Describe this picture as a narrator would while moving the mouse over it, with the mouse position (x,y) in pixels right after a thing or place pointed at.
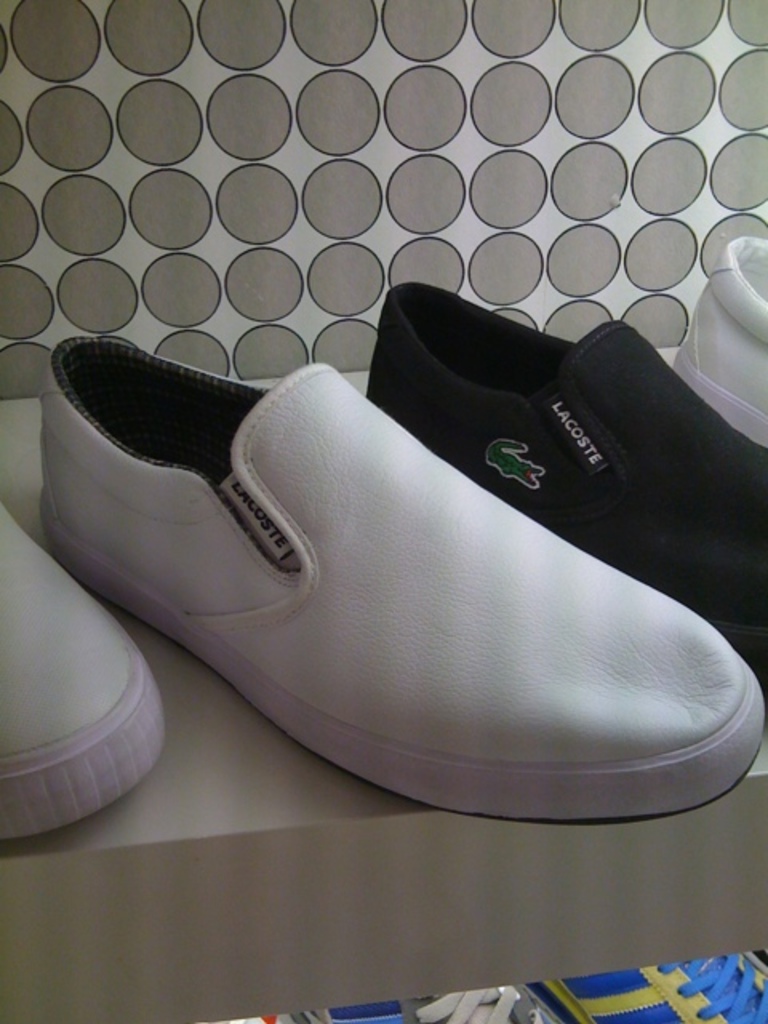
In this picture we can see there are shoes (264,505) on an object (234,787) and in front of the shoes (337,754) it looks like a box (324,871). Behind the shoes (384,596) there is a wall (385,154).
